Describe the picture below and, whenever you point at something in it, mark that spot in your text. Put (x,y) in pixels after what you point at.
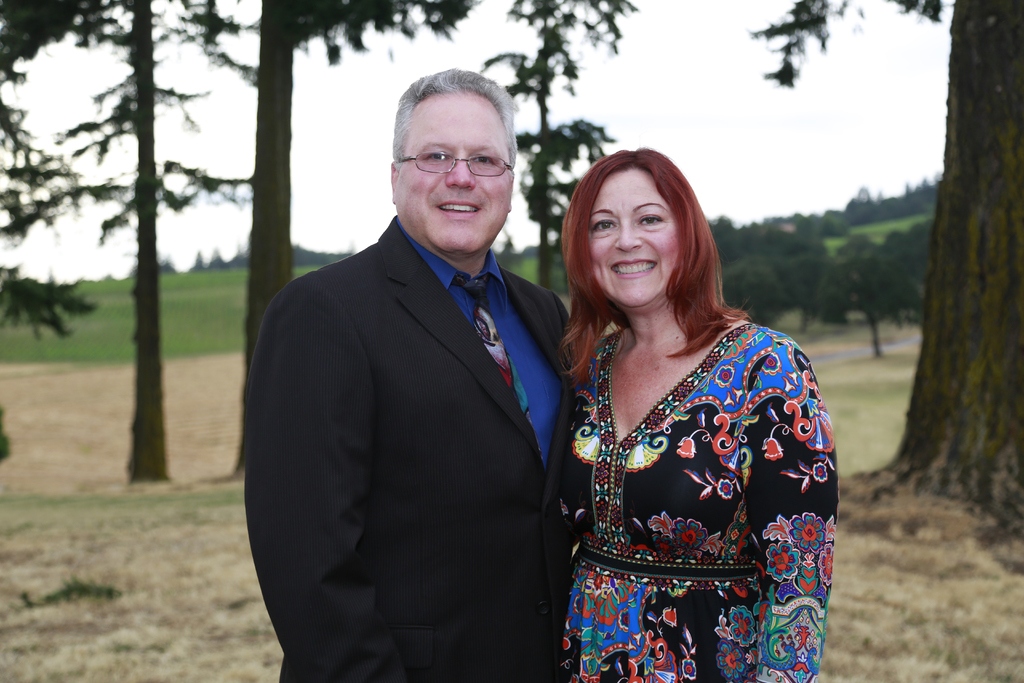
In this image I can see two persons (668,436) standing. The person (680,531) at right (758,492) is wearing black and blue color dress (740,530) and the person (541,459) at left (304,376) is wearing black blazer (466,390) and blue color shirt (528,348). In the background (869,323) I can see few trees (884,304) in green color and the sky (727,130) is in white color.
